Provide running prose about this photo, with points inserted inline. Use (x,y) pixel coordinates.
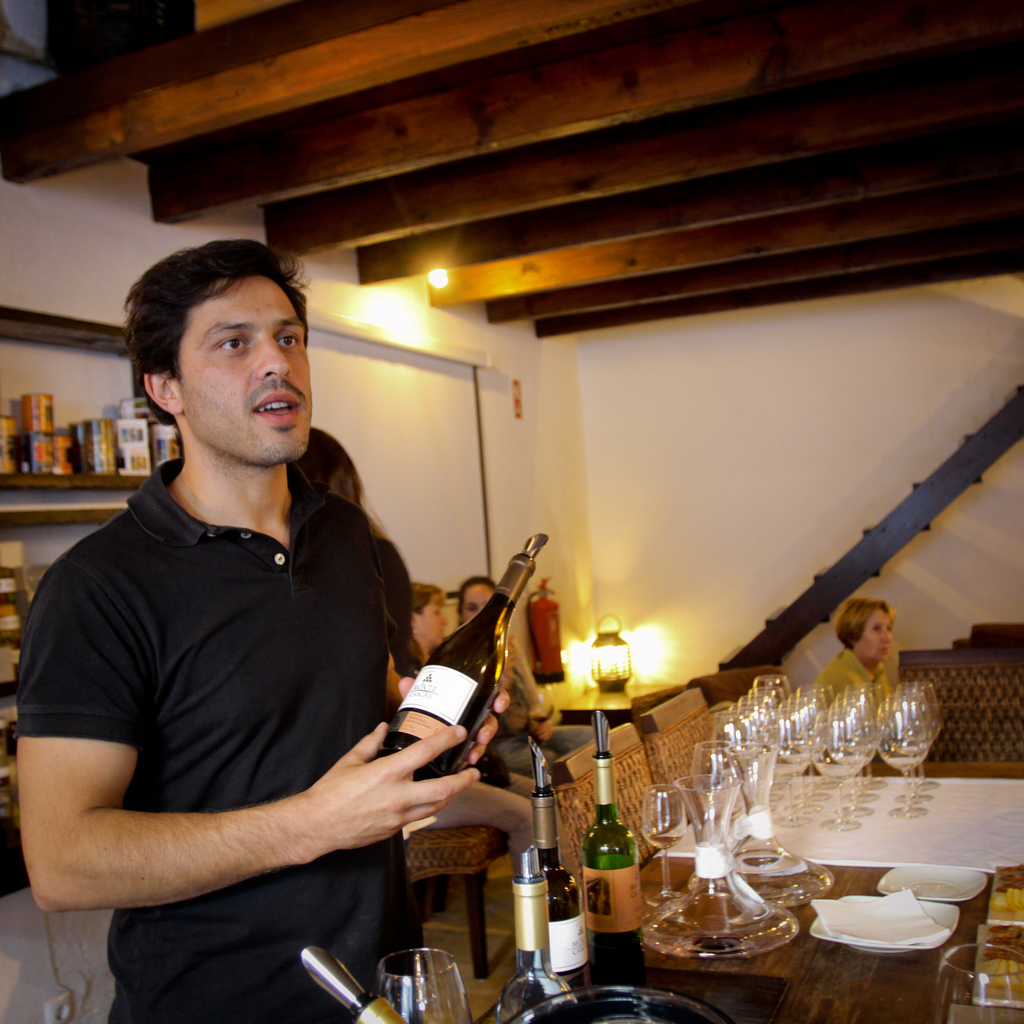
In this image i can see a man (201,567) is holding a glass bottle (434,729) in his hand (403,764) in front of a table (769,855). On the table (911,820) we have few glasses (892,808) and other objects (693,811) on it.
